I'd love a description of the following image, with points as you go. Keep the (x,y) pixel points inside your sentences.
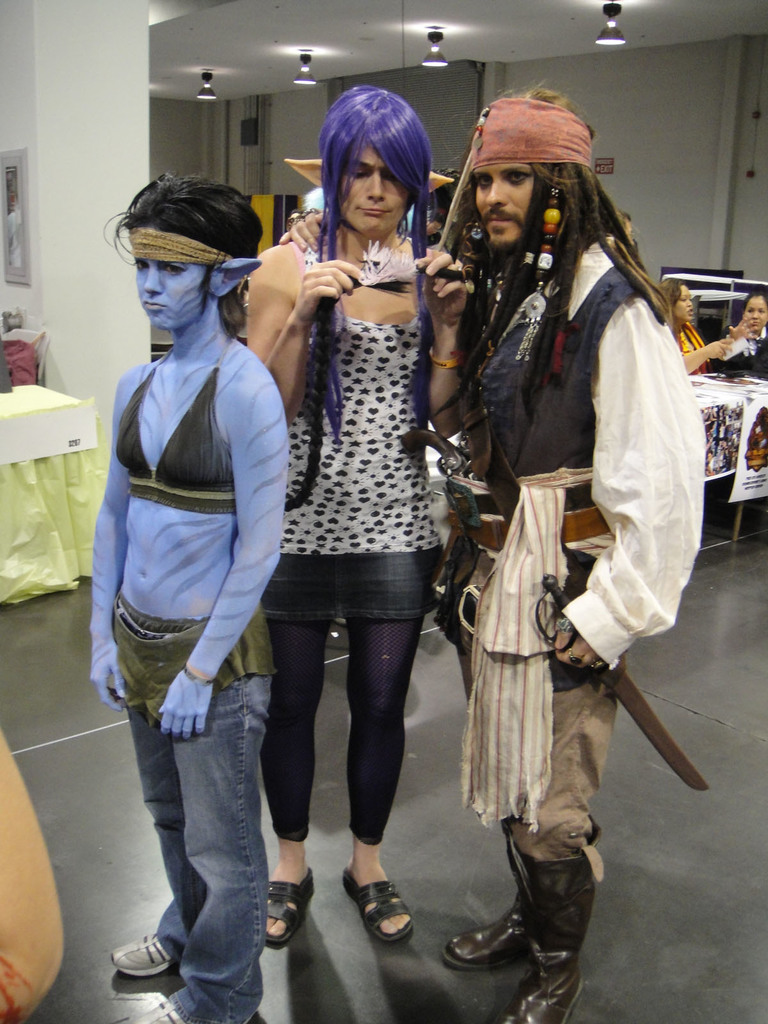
In this image, we can see three people (387,615) are standing on the floor (409,989). Here we can see a person (425,312) is holding some object (397,272). Background we can see tables (44,430) with cloth (2,399), banners (758,475). Right side of the image (686,337), we can see two people (711,343) are sitting. Here there is a wall (661,160), sign boards (605,167), pipe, frame (13,225). Top of the image (502,41), there is a roof (516,41) with lights (311,76).
